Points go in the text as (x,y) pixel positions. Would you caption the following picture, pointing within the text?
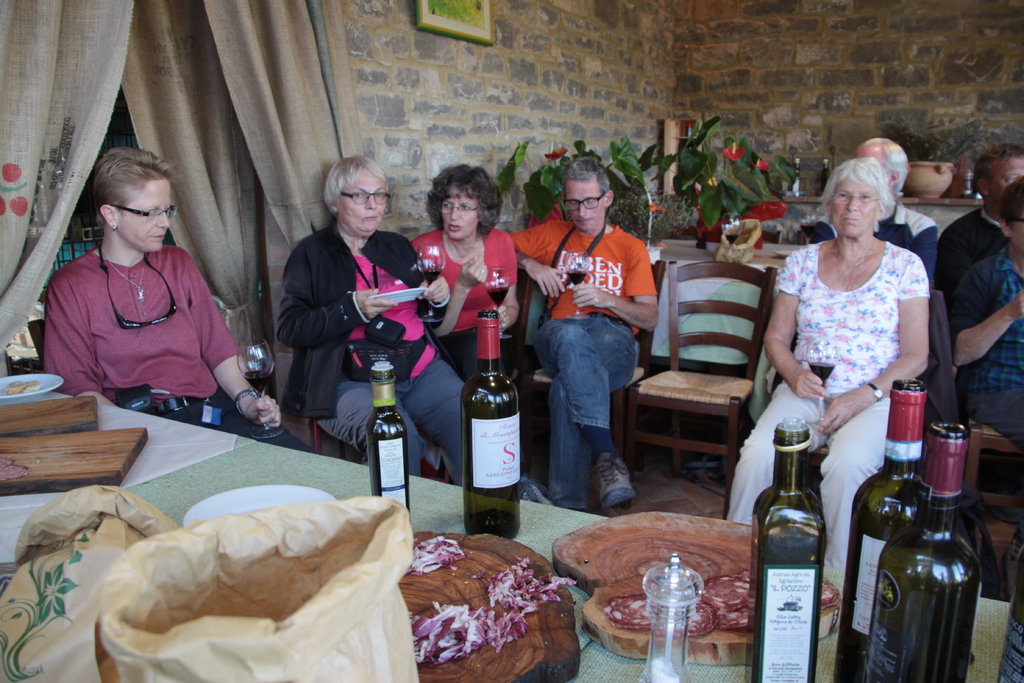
In this image I can see a group of people (563,332) are sitting on the chair (704,343) and holding wine glasses (268,377) in their hands (270,399). On the table (432,512) we have a few bottle (475,519) and other objects (176,576) on it. On the left side of the image (170,46) we have a curtain (166,102) and behind these people (553,279) we have plants (718,179) and a wall of stone (651,85).
